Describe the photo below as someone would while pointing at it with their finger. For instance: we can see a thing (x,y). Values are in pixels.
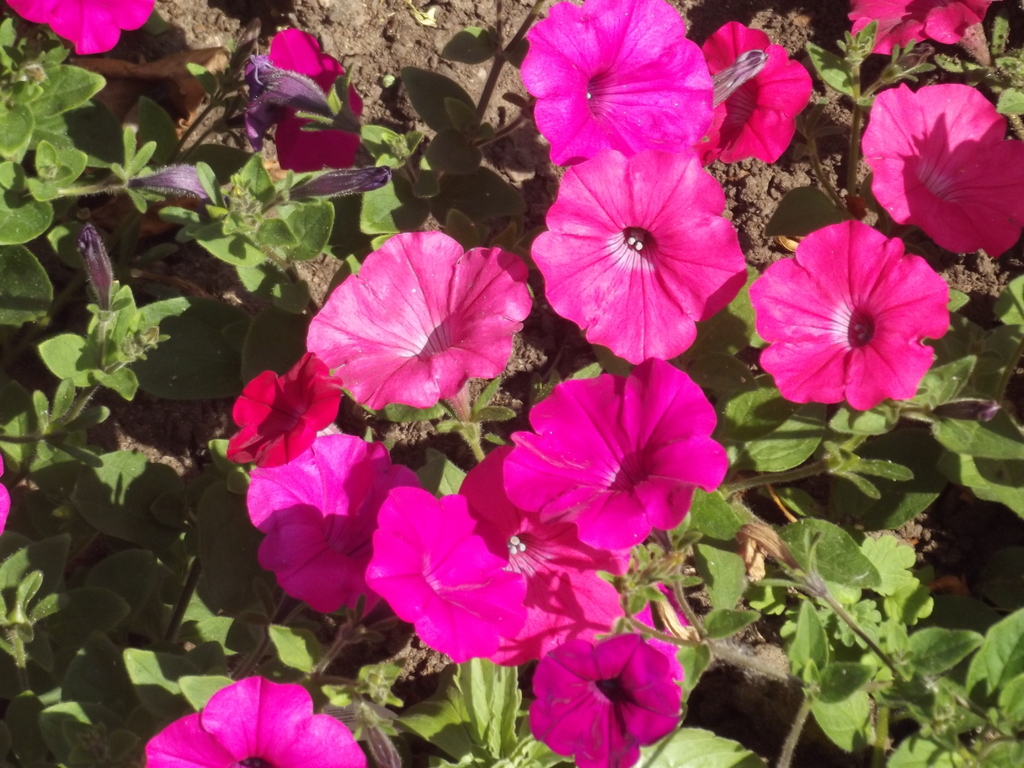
In this image we can see some flowers (281,580), plants (54,84), and the mud (797,39).
